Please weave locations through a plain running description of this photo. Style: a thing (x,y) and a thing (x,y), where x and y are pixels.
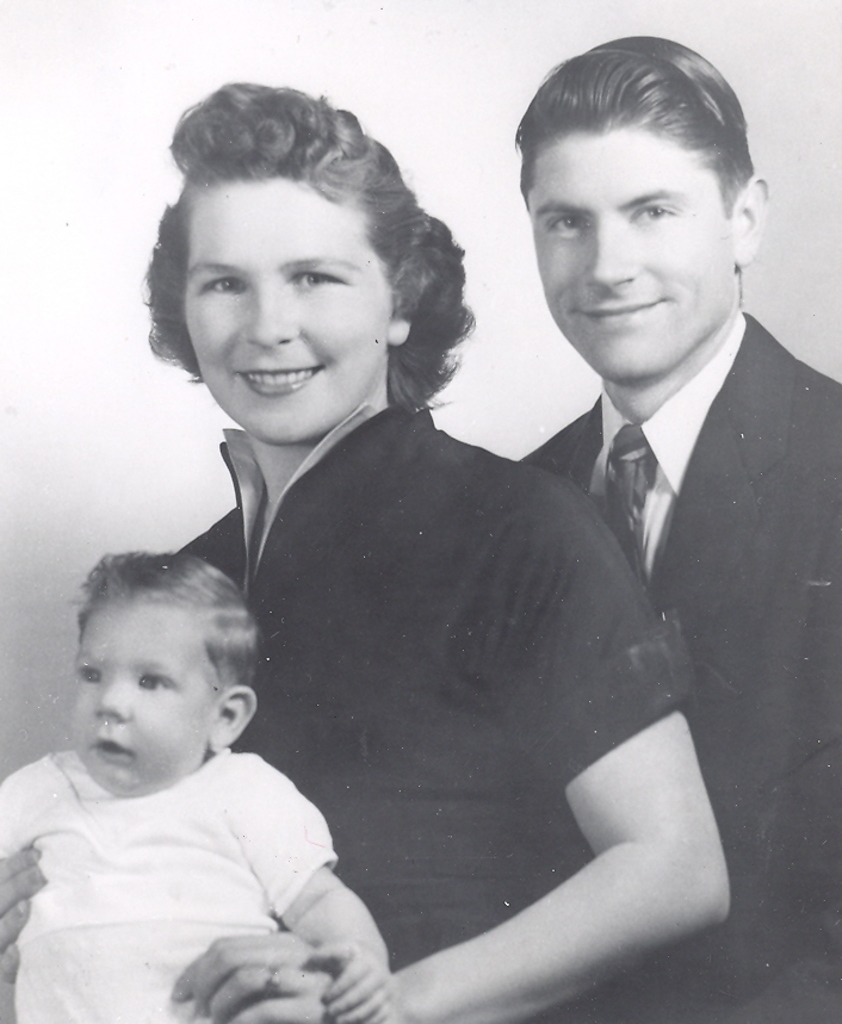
This is an black and white image. In this image, we can see three people (808,520), one man (809,546), one woman (552,655) and a kid (158,813). In the background (514,211), we can also see white color.
